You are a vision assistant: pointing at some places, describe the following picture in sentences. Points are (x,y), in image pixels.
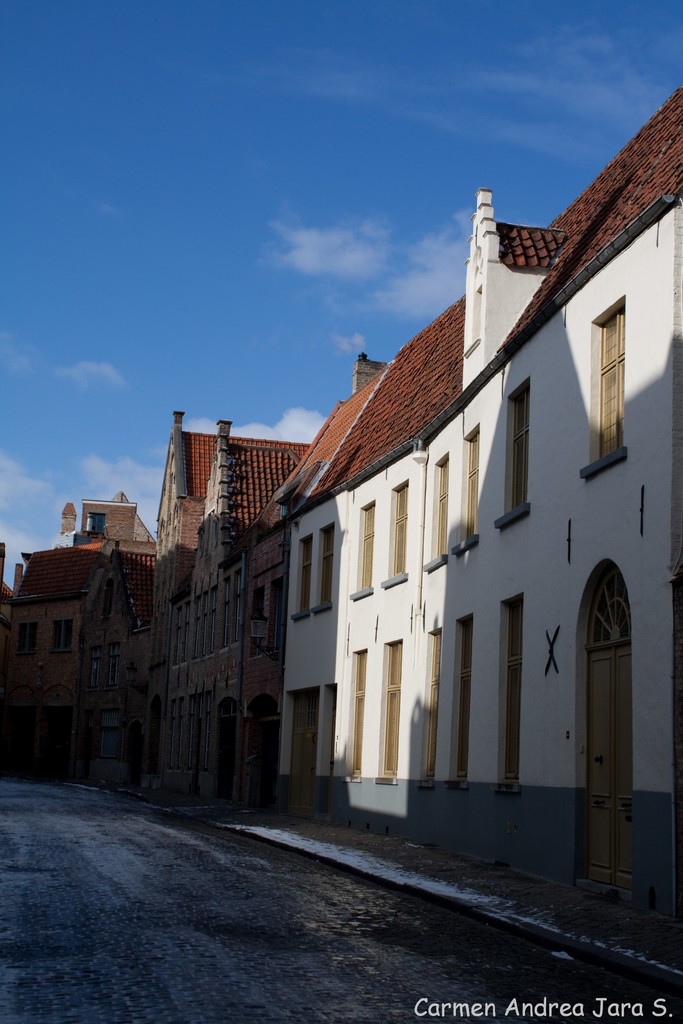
In this image, I can see the buildings (521,624) and the road (208,829). In the background (63,430), there is the sky (363,317). At the bottom right side of the image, this is the watermark (649,997).
